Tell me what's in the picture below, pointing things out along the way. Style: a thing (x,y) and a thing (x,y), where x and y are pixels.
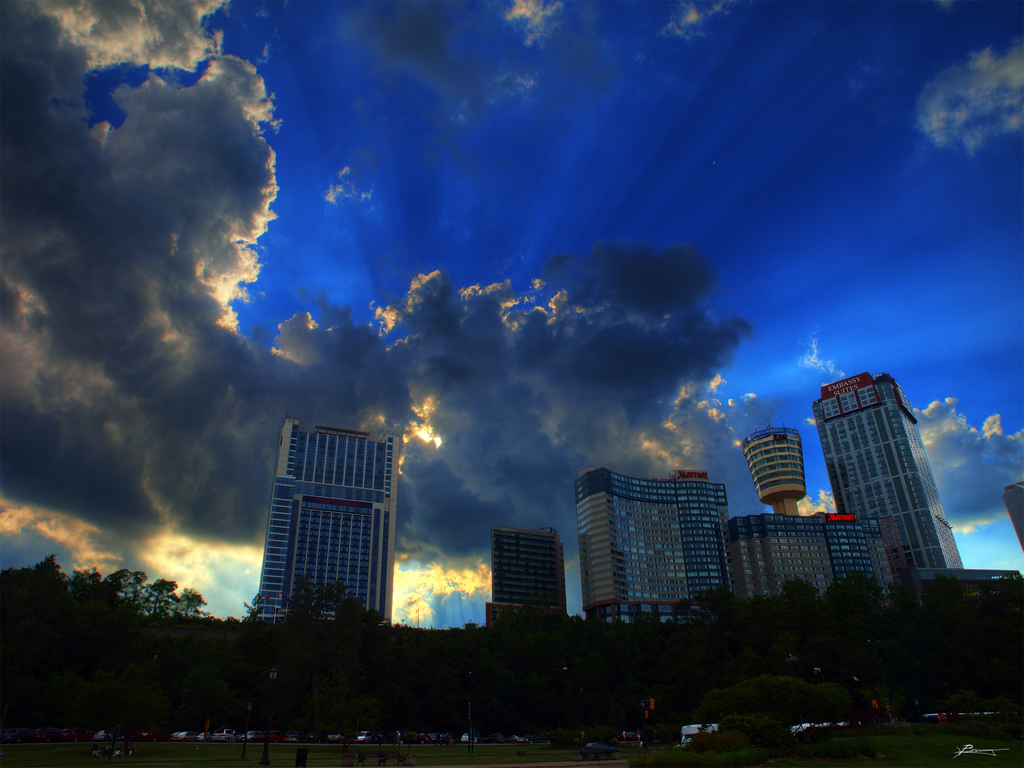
As we can see in the image there are buildings (830,513), trees (666,635), grass (464,762), vehicles (364,734), sky (991,268) and clouds (696,290). The image is little dark.
